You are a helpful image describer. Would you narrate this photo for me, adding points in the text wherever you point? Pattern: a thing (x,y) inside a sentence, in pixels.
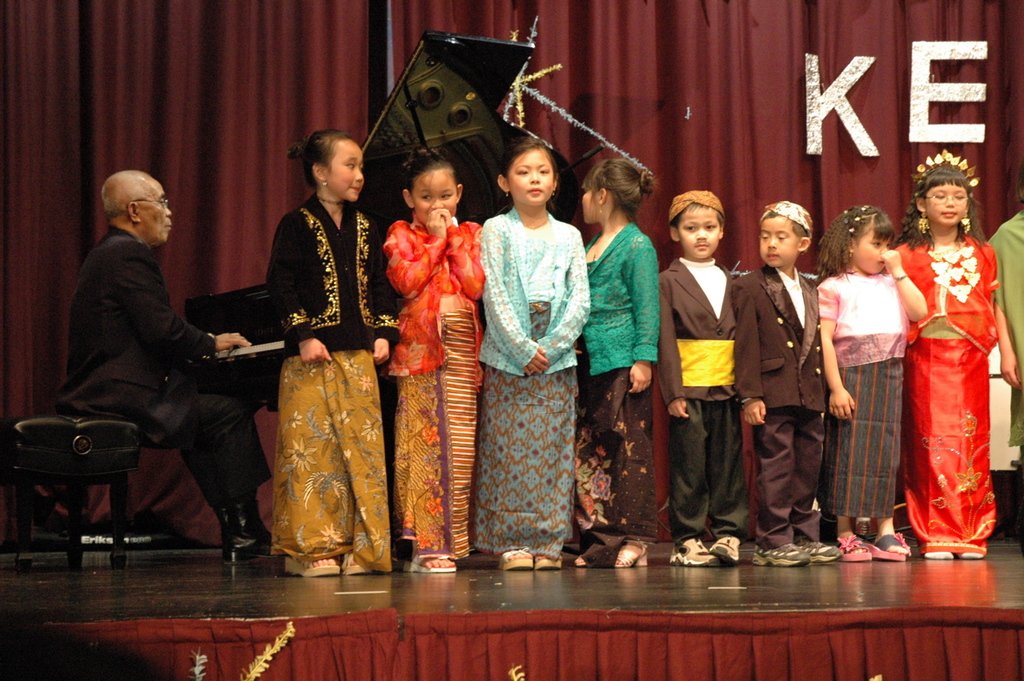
In this image we can see a group of children (800,420) standing on the stage (663,578). On the left side of the image (143,238) we can see a person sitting on a chair (107,445) and playing a piano (256,347). In the background (750,113), we can see curtains (789,117), some decorations (269,646) and some text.
